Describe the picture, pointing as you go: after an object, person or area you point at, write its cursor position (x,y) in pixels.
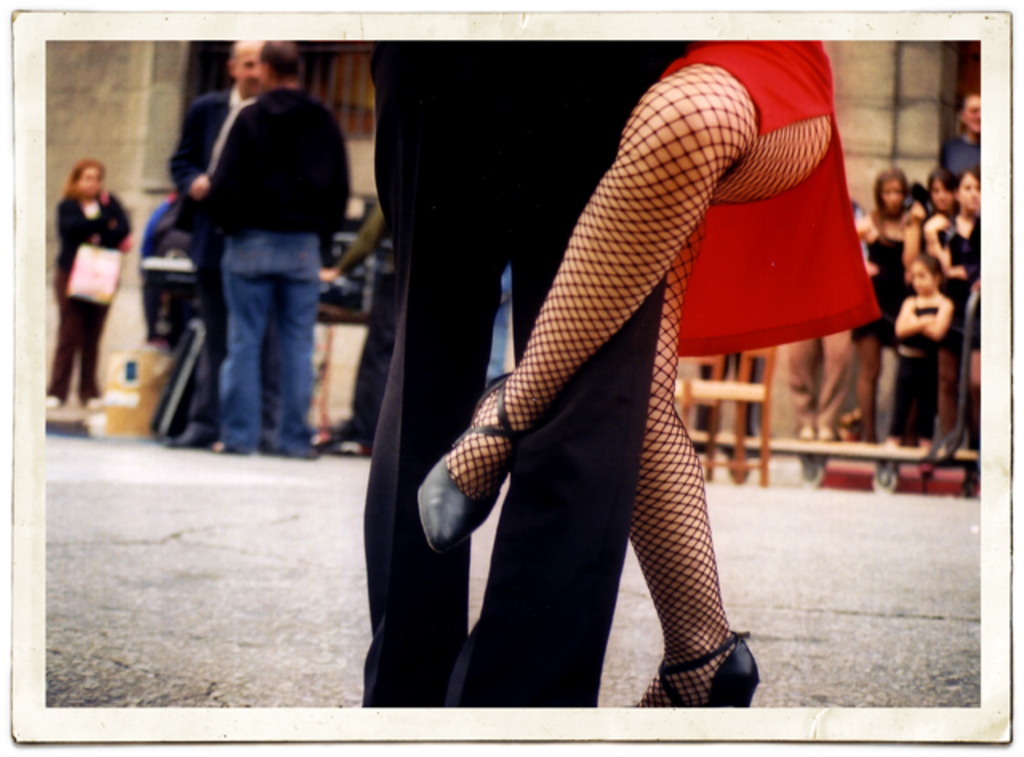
In this image, we can see two persons legs (586,578). There are some persons (882,198) wearing clothes (927,388) and standing in front of the wall (134,273).
